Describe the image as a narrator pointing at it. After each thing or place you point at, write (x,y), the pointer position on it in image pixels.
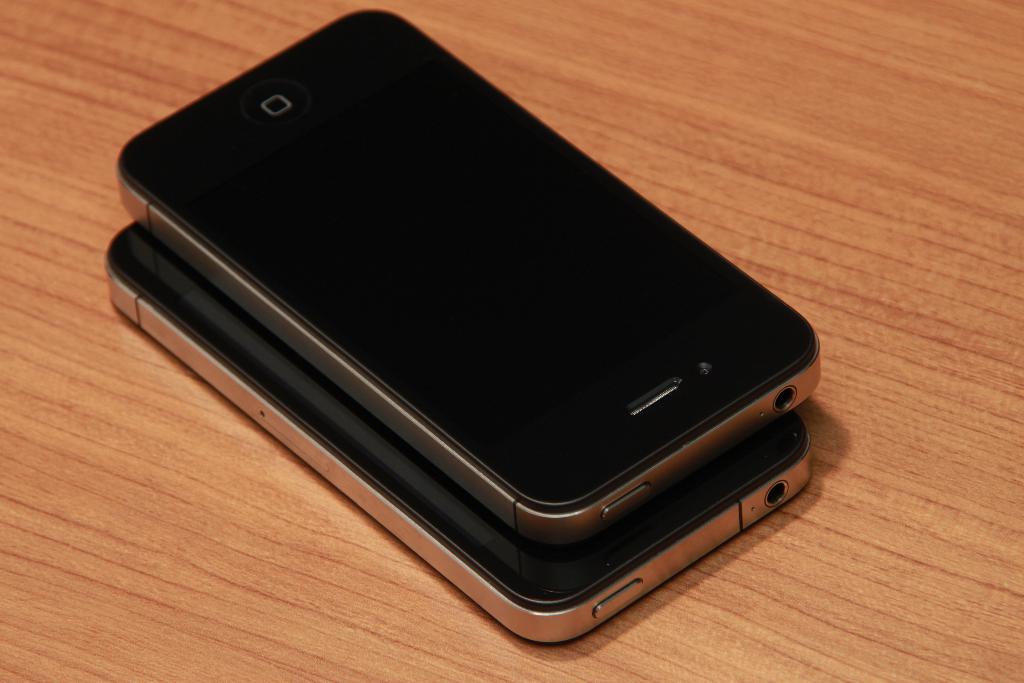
In the image we can see wooden surface (851,196), on the wooden surface (845,525), we can see two devices (580,490).
